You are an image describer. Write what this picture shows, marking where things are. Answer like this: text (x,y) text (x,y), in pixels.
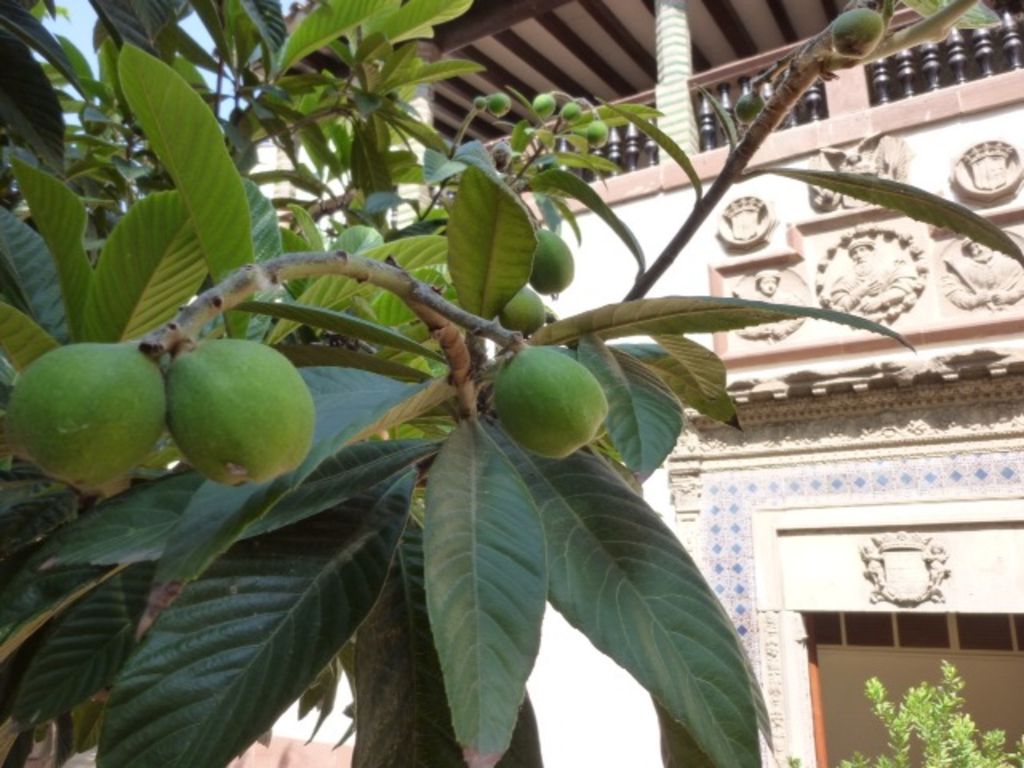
In front of the picture, we see the tree (378,529) which has fruits (250,411) and these fruits (250,411) are in green color. In the right bottom (879,716), we see a plant (897,721). In the background (884,394), we see a building (772,262) in white color. We even see the pillars (681,88), railing (653,148) and the roof (746,24) of the building (716,6).
